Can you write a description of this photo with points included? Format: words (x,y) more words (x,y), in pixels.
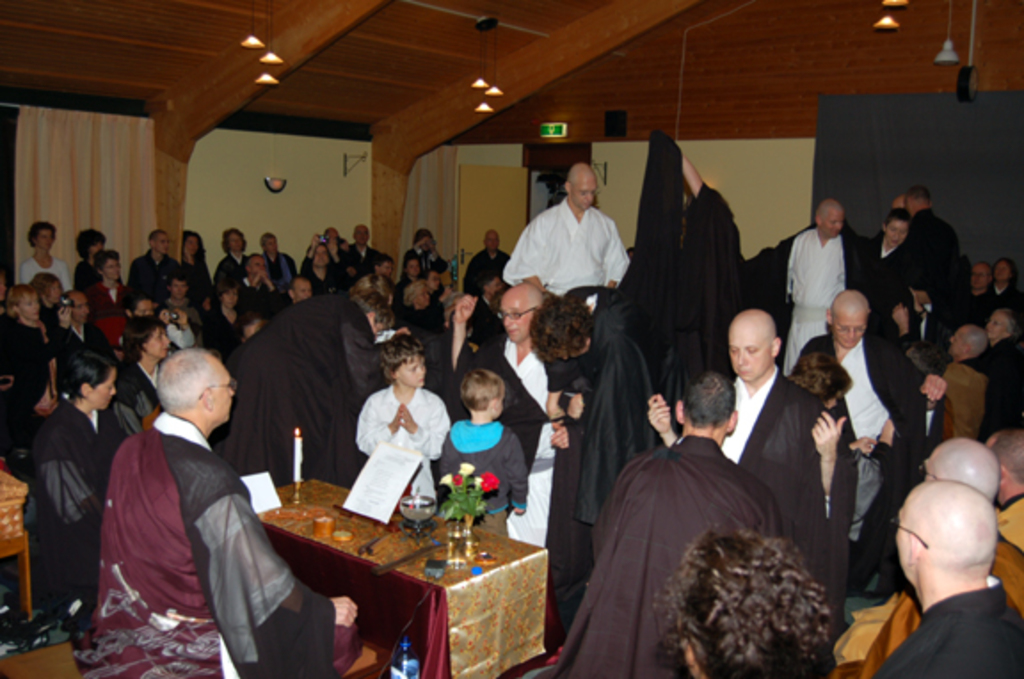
Here we can see some of the people (343,258) are sitting and standing on the floor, and here there is the table (445,550) and flower vase (459,494) and some objects (416,495) on it, and here is the wall (255,182), and at side here is the curtains (89,175), and here are the lights (263,58).
